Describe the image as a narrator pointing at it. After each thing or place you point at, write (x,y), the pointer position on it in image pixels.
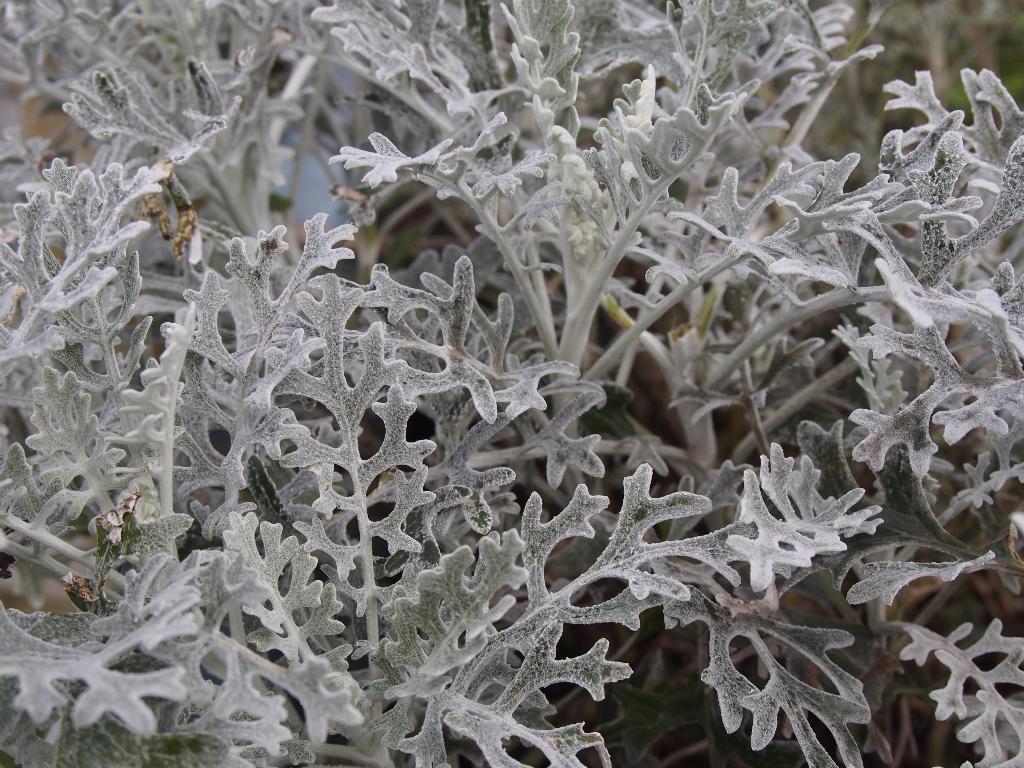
In this picture we can see leaves (115,353) and stem (232,169) of a plant (531,321).
